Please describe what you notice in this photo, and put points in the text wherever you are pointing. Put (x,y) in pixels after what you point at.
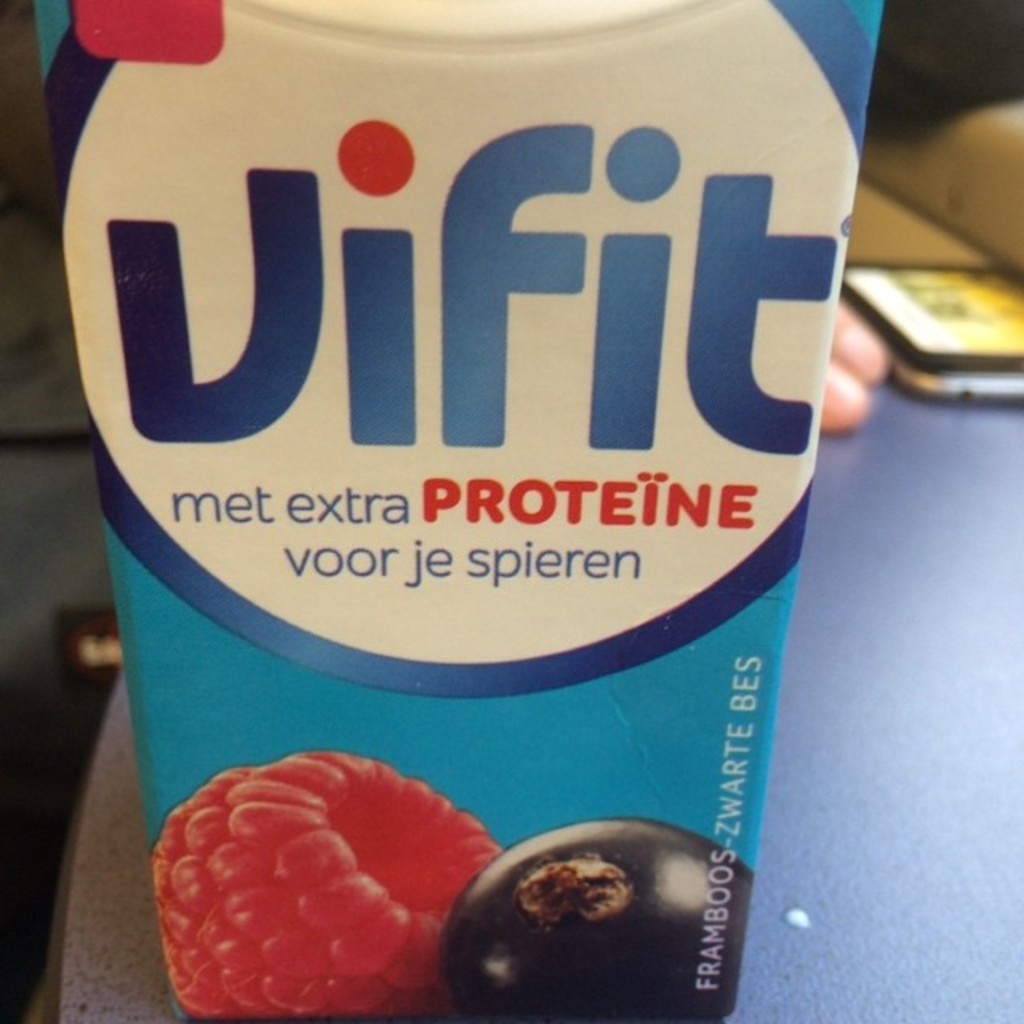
In the image there is a tetra pack fruit juice (411,416) on a table (915,735) and behind it seems to be a person (928,223).
